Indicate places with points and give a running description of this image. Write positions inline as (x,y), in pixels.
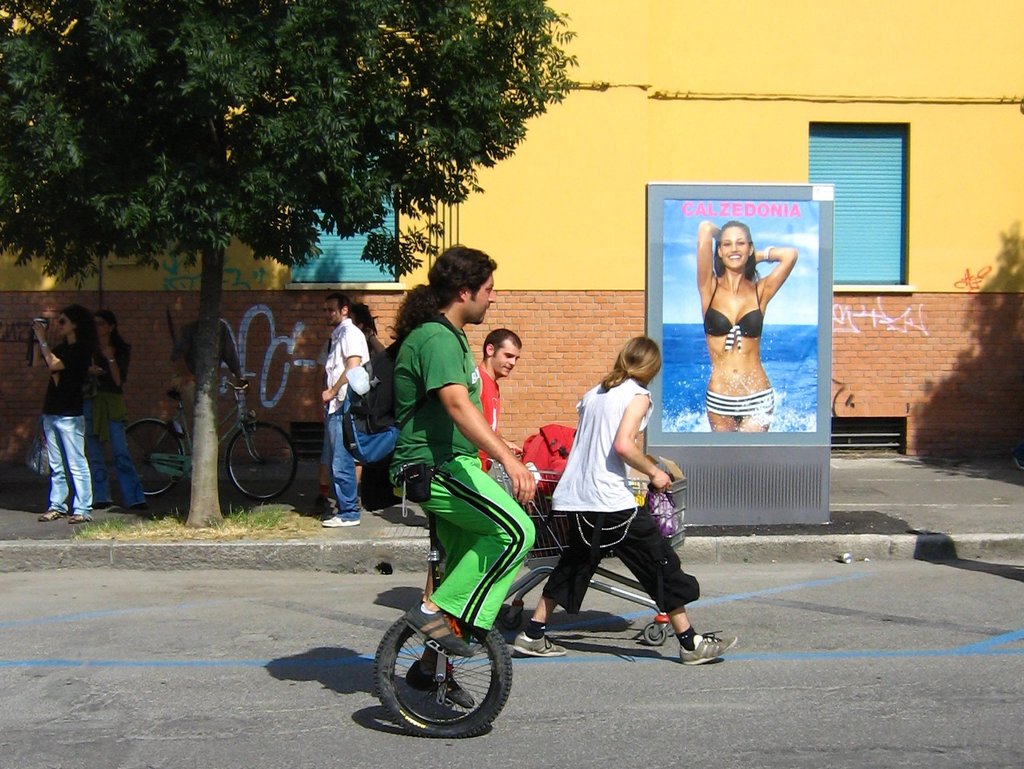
A man (446,559) is riding the unicycle (436,655). He wore green color dress (467,576), on the right side (782,193) there is a poster (743,331) of a hot girl (729,346). On the left side (338,427) few people (355,424) are standing and this is the wall (707,111) in yellow color.
